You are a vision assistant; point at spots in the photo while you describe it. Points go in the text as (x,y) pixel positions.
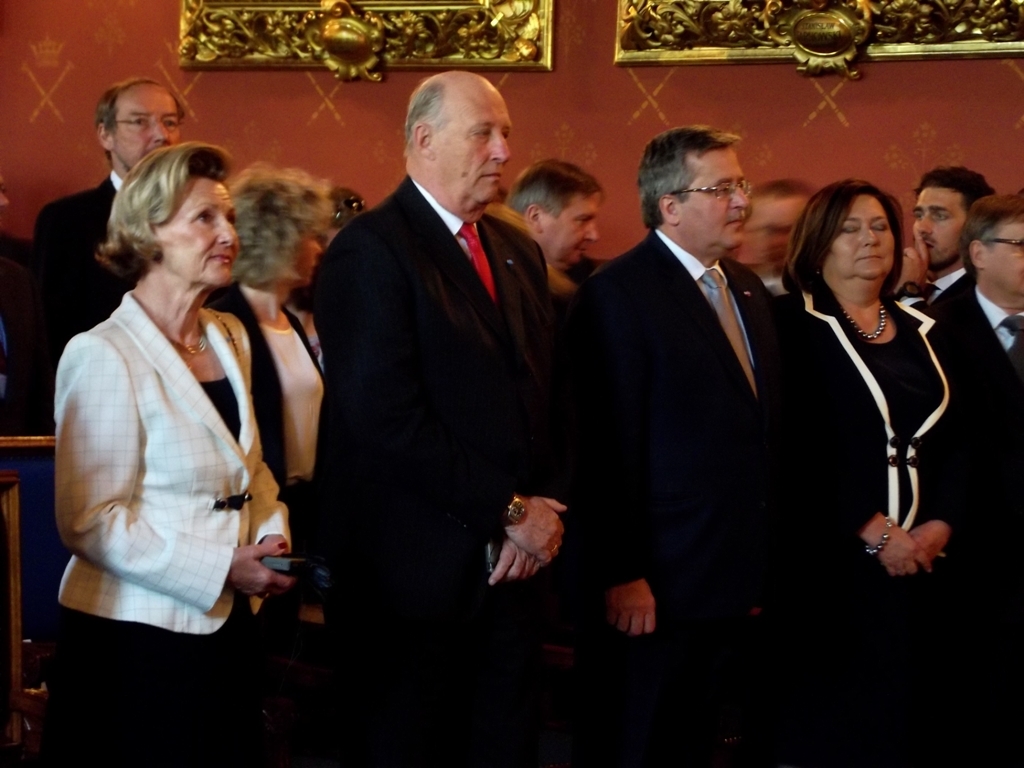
In the picture I can see people (716,558) wearing black color blazers (611,550) and a woman (180,455) wearing white color blazer (198,443) are standing here. In the background (63,256), we can see a few more people (91,235) and we can see some golden color frames (417,39) attached to the brown color wall (348,90).
